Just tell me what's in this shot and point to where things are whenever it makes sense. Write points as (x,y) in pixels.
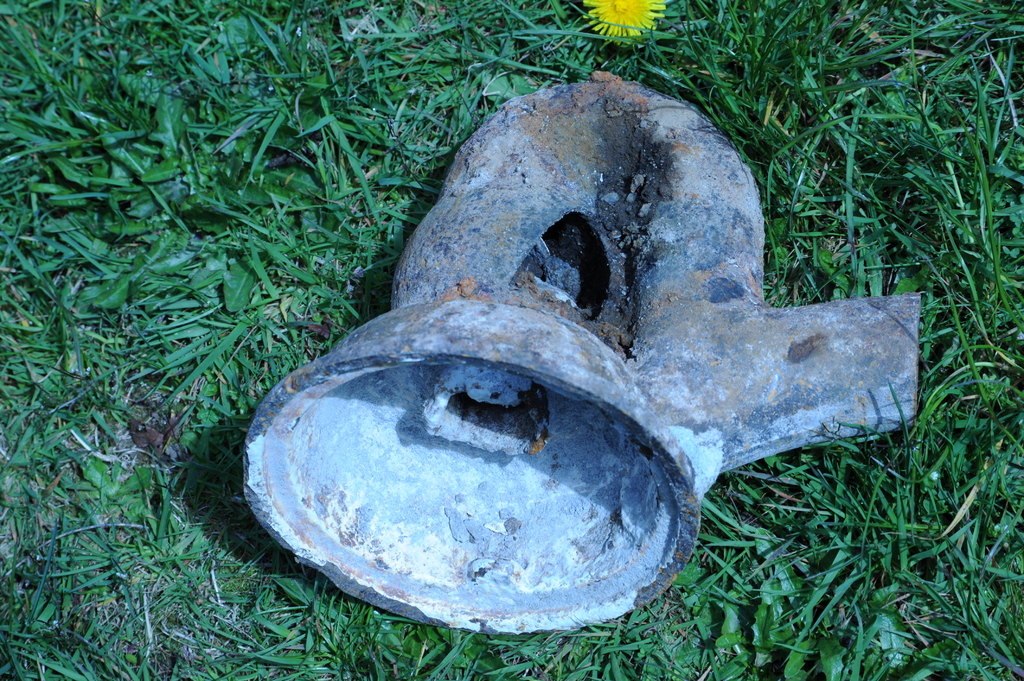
In this image we can see an object (410,270) and a flower (601,11) on the grass (239,310).
